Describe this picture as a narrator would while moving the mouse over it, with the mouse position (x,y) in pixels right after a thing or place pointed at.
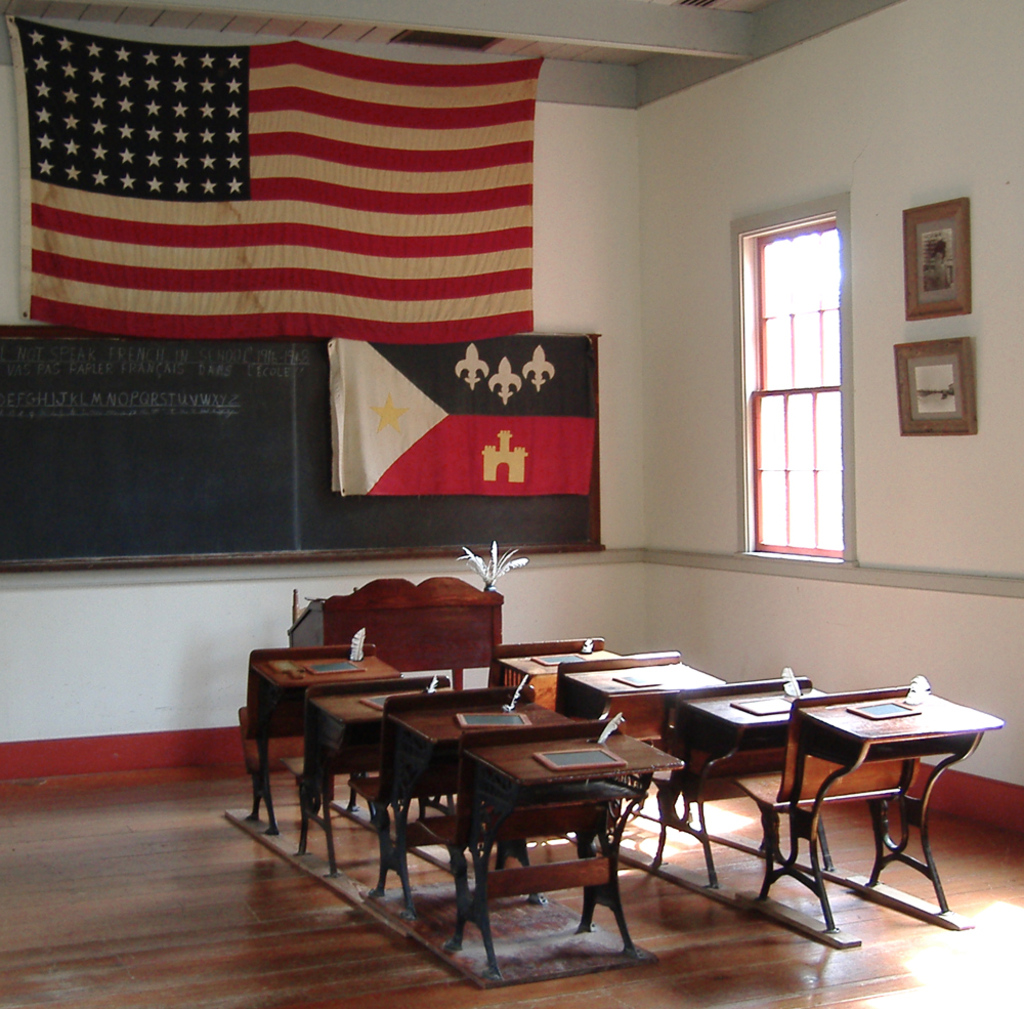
This picture is consists of a room (246,183) where there is a window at the right side of the image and a board (2,525) and a flag (344,459) at the center of the image (567,509), there is a table (319,743) and benches (409,685) at the center of the image (480,612).
